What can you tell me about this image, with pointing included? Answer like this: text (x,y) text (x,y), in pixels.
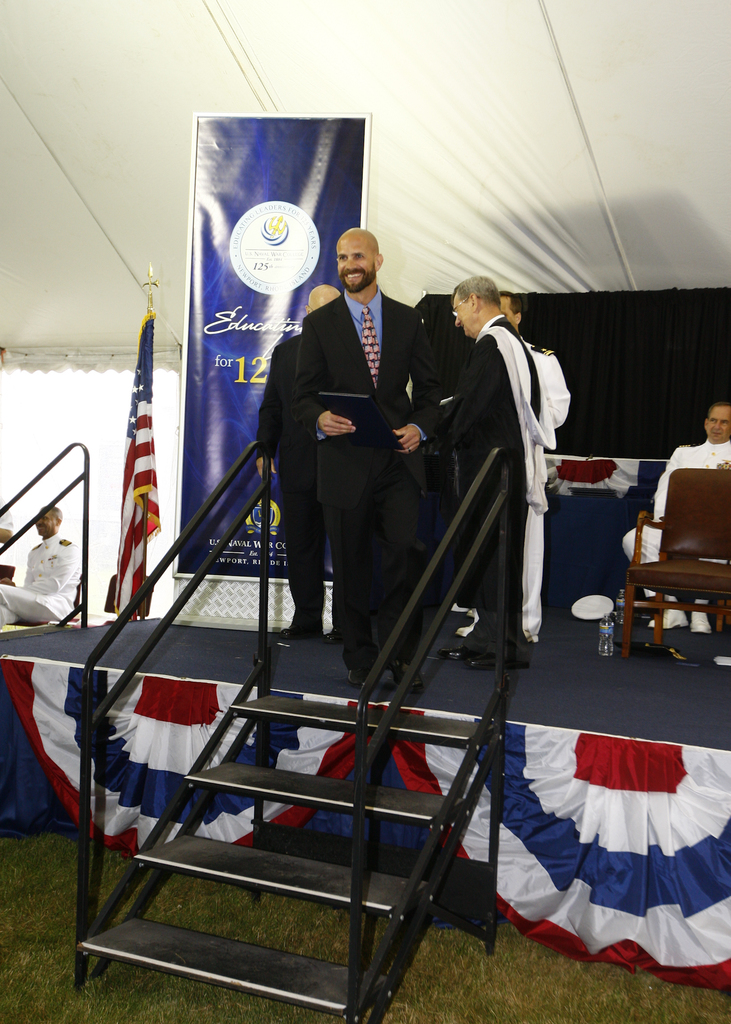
In this image, few peoples (490,591) are there on the stage (333,674). The background (614,366), we can see a black color curtain (659,376) and white color tent (435,204). On left side (146,483), there is a flag (139,494). banner (208,465), a human (47,617) is sat on the chair (37,622). On the bottom (46,853) we can see a grass (40,865). Black color stairs (251,874).
